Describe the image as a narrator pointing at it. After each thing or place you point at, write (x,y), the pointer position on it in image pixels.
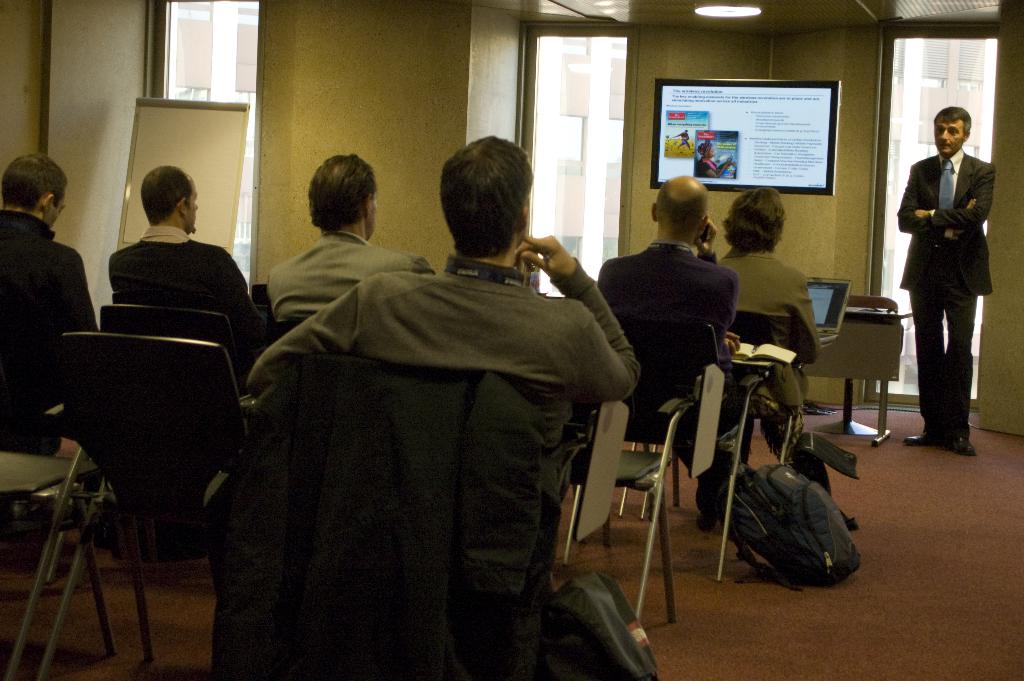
Here we can see a group of people (174,254) are sitting on the chair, and in front here is the television (731,130), and here a person (931,424) is standing on the floor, and here is the wall (787,66), and at above here is the light (707,14).
